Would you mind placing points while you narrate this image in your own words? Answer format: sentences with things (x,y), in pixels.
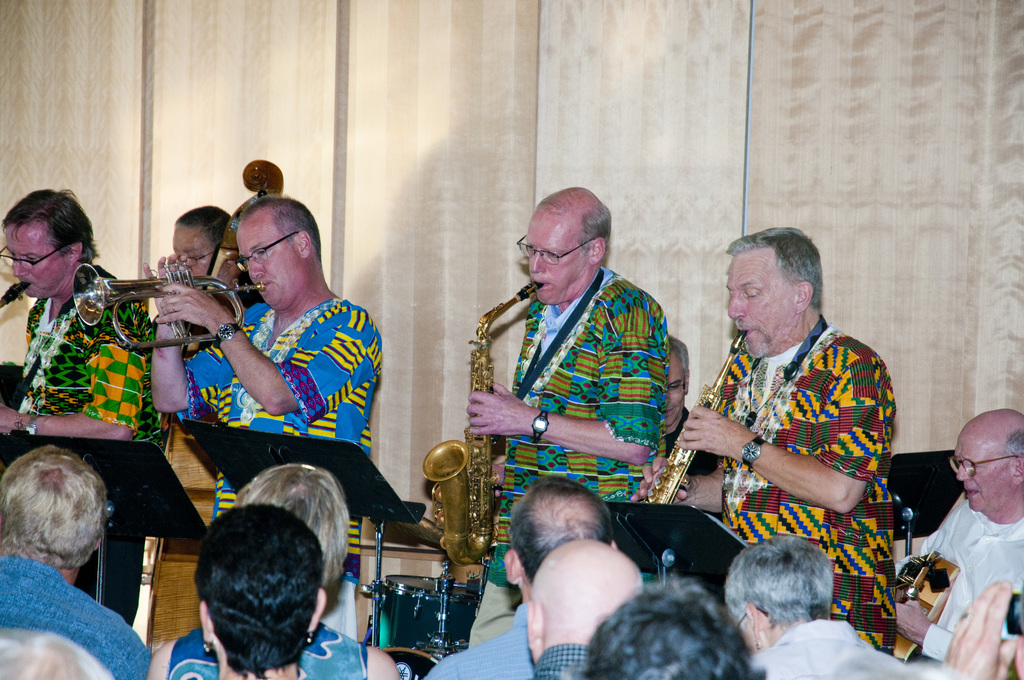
In this image there are a few people (526,587) sitting on their chairs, in front of them there are a few people (501,400) playing musical instruments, in front of them there are some music sheet stand (723,550), in the background (525,102) there is a wall (753,123).
